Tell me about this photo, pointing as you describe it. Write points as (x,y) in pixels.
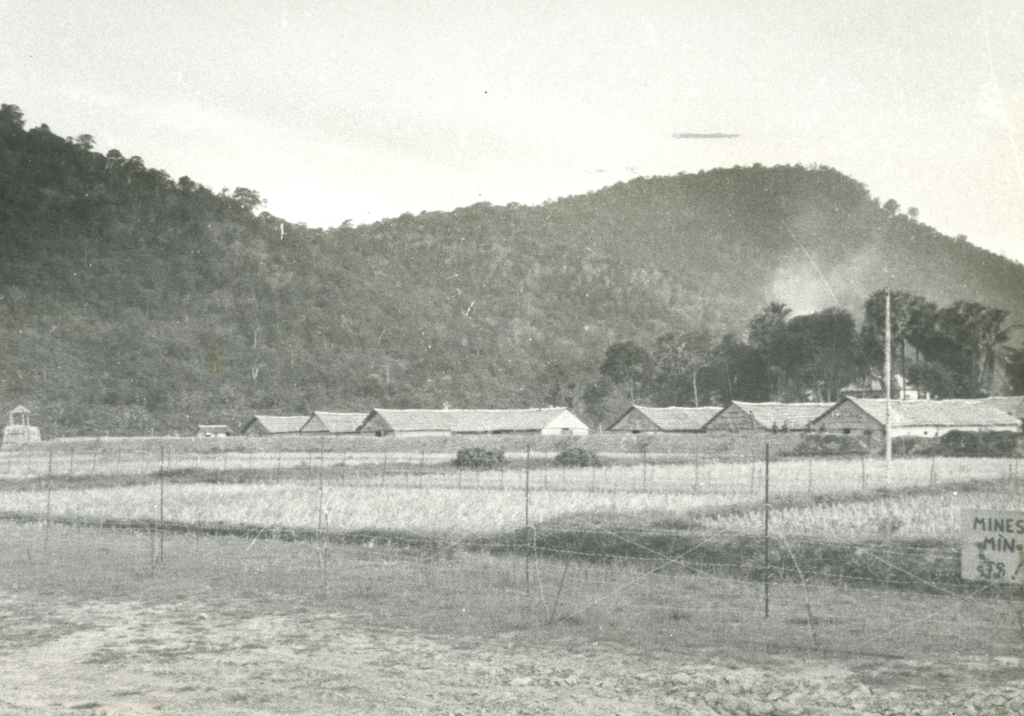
In this image I can see mountains (619,253), trees (814,333), houses (645,424) and a fencing (188,477) in the center of the image (681,424). A sign board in the right bottom corner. At the top of the image (414,153) I can see the sky (355,154).
